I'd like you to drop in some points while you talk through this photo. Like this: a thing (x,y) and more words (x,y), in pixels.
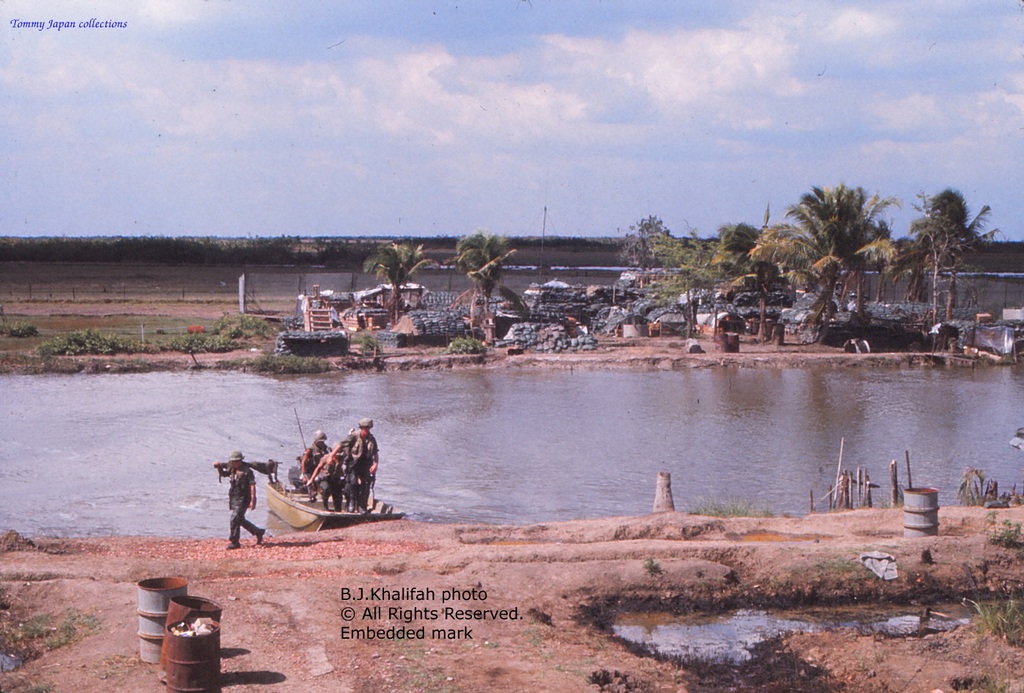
This image consists of four persons (302,479). In the front (295,509), there is a boat (292,489) on the water (123,520). At the bottom (390,673), there is ground (130,666) on which there are barrels (152,631) kept. In the background (884,276), there are trees (758,287) and small huts (484,316). At the top (448,93), there are clouds (449,115) in the sky (145,125).
